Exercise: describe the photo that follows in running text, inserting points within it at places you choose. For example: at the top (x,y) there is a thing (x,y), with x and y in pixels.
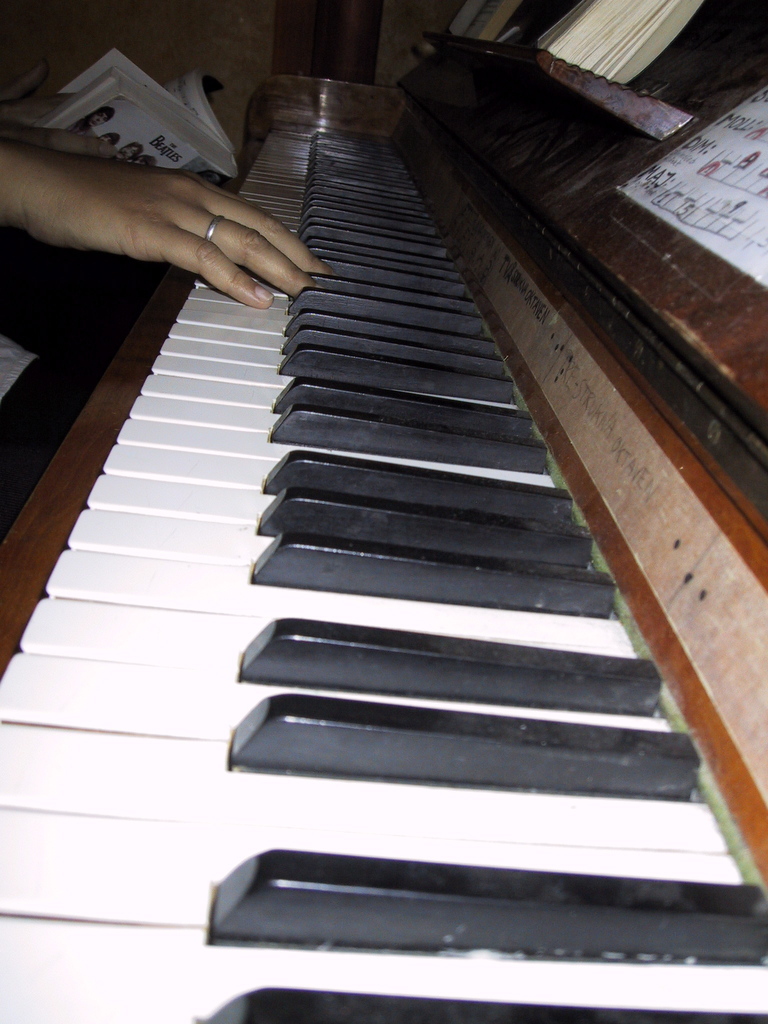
In the image we can see there is a piano (365,492) and a person (47,192) is typing on it and even holding a book (164,104).
